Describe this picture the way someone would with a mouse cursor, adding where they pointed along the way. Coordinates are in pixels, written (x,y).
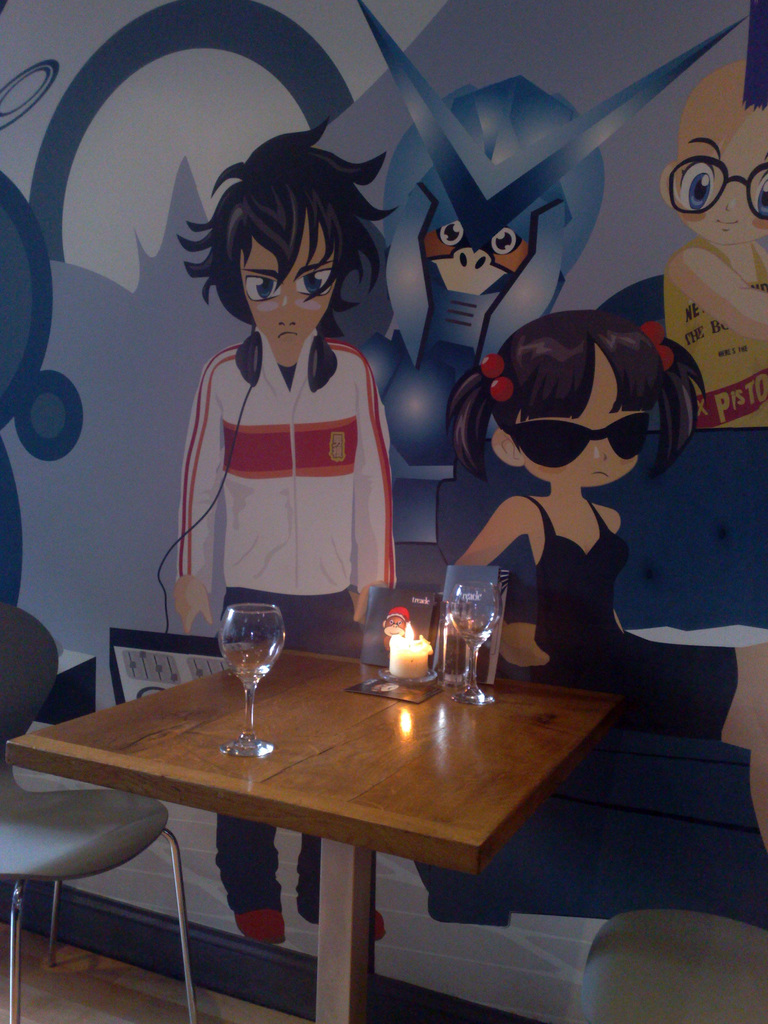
In this image I can see few chairs (66,811), glasses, candle (415,668) and few objects (400,608) on the table (327,720). Back I can see few cartoon toys (390,291) painted on the wall (499,247). Wall (499,247) is in multi color.
